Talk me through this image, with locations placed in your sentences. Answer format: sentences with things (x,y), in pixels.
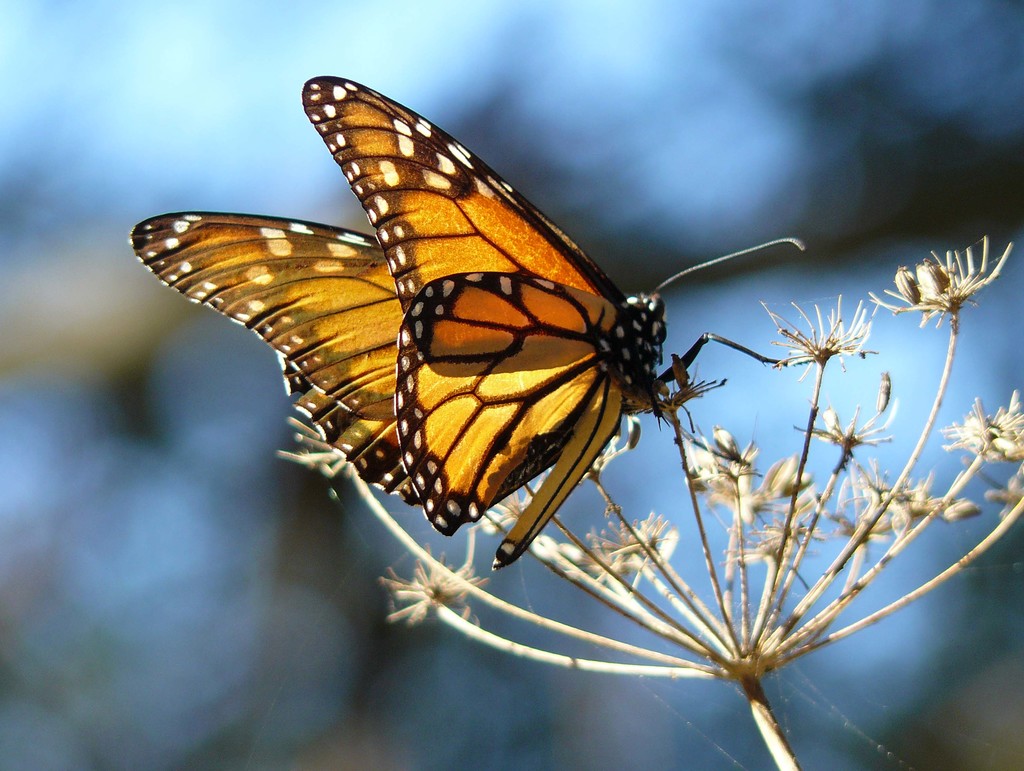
This picture seems to be clicked outside. In the foreground (579,310) we can see a butterfly (476,434) seems to be on the flower like object (676,589). The background of the image (241,711) is blurry.
